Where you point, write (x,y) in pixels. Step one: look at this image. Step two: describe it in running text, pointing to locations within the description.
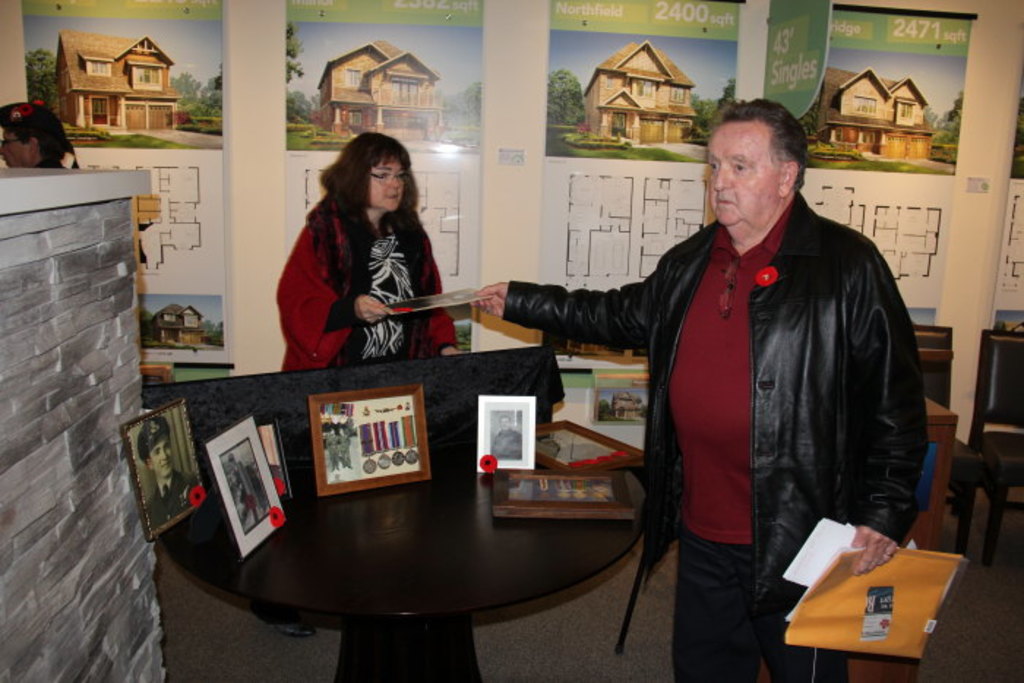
A man (765,353) is handing over a card (458,304) to a woman (359,324) who is standing at a table (394,520) with some photo frames (262,454) on it.
